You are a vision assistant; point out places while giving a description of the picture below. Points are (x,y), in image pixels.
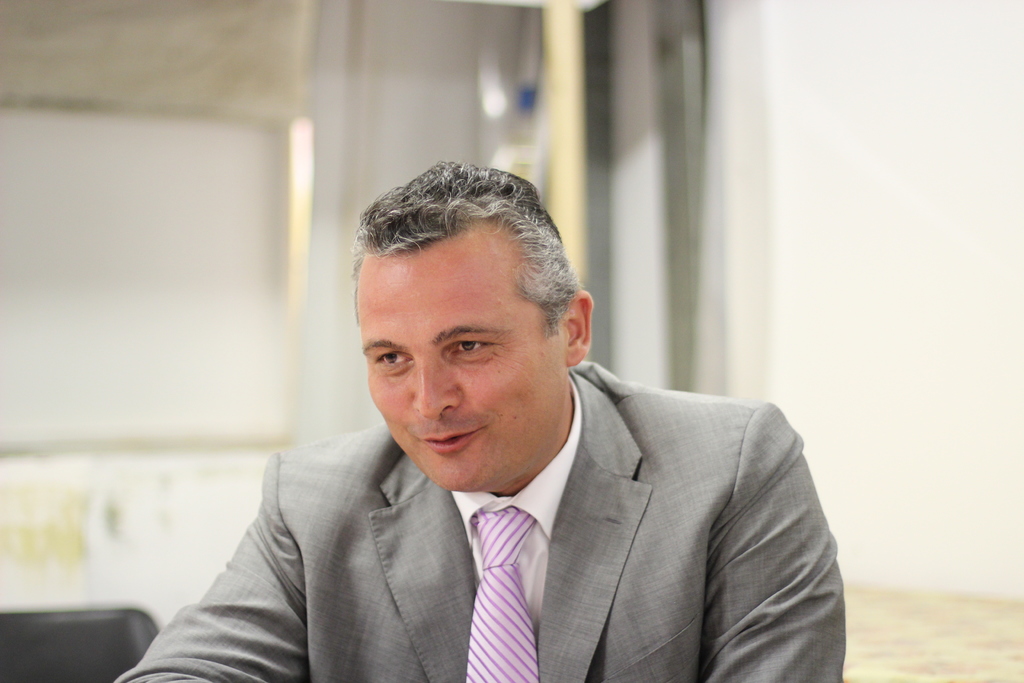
In this picture we can see a man (454,579) and in the background (153,384) we can see a wall (111,445) and it is blurry.
